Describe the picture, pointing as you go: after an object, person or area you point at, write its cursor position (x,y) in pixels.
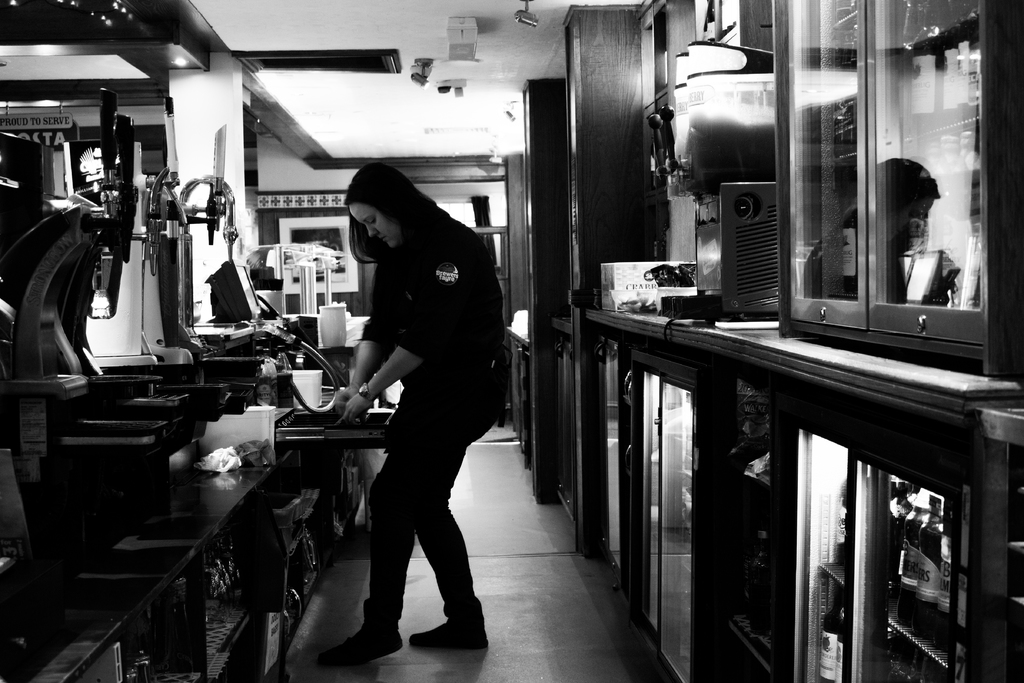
In this image I can see in the middle (419,326) a woman (461,457) is standing, on the left side (194,415) there are machines (35,174). On the right side (873,468) it looks like there are refrigerators (859,580).
